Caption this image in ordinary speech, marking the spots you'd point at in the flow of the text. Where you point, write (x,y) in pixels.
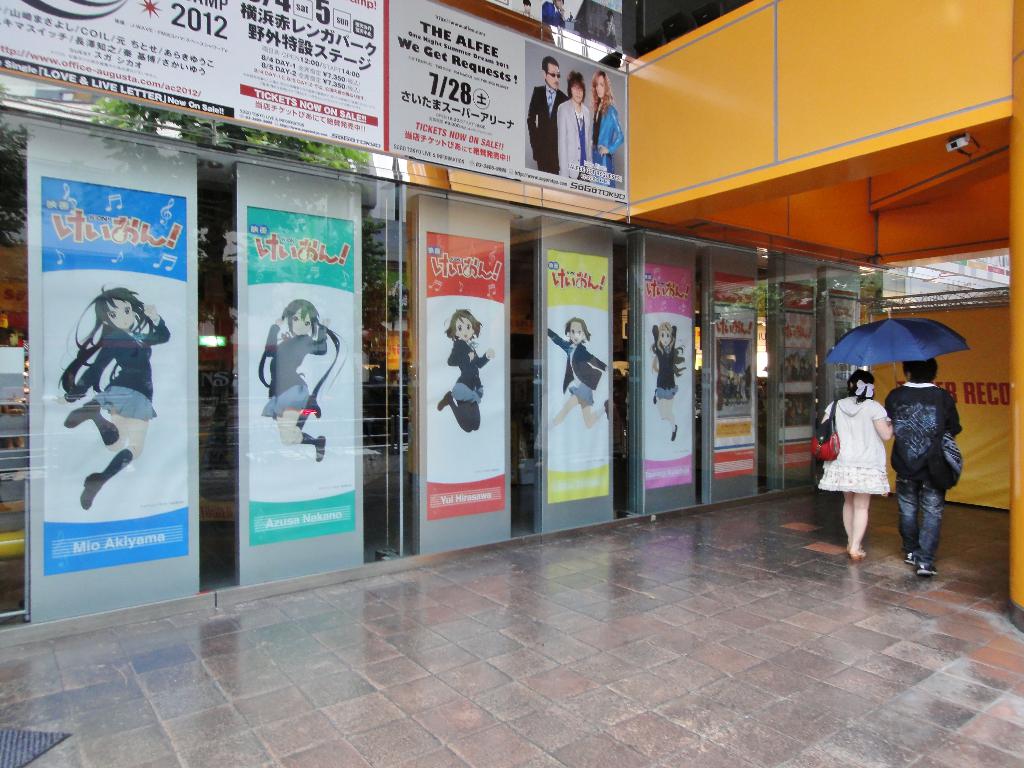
In this image, on the right side (922,552), we can see two persons (935,571) walking, we can see an umbrella (933,354). There are some hoardings (357,390) and posters (493,386). We can see the floor (516,723).
